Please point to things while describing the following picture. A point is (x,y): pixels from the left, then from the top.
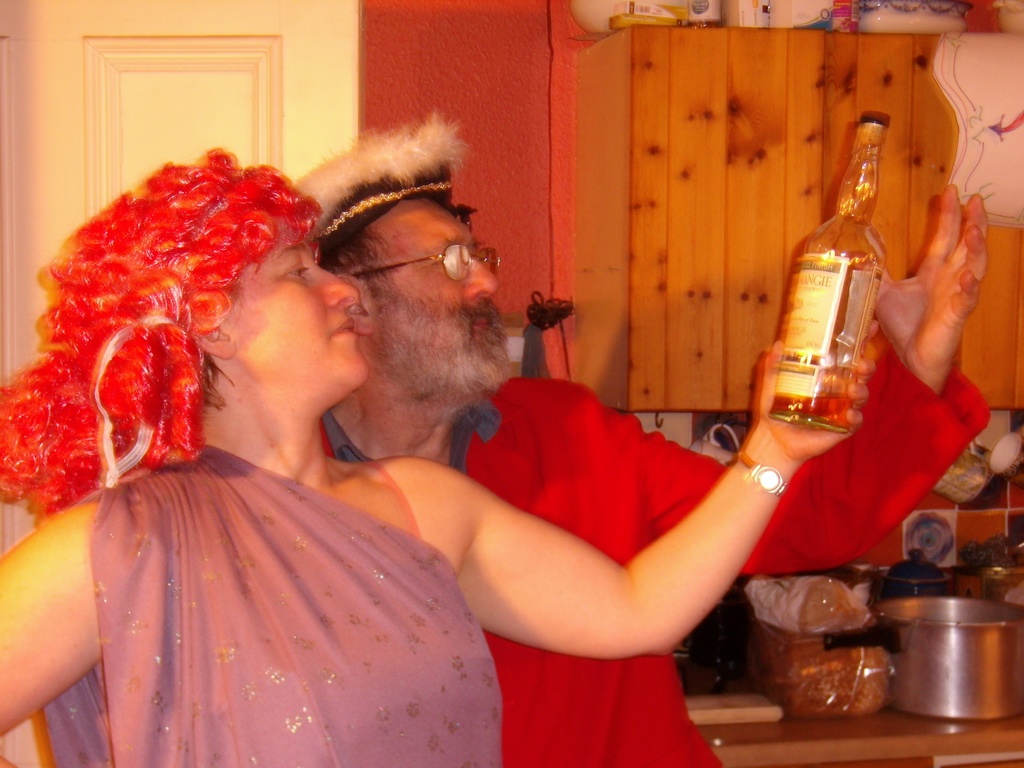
In this picture we can see a woman (229,344) and a man (376,279). She is holding bottle (824,292) and giving a still. On the table (907,728) we can see a pressure cooker (987,649), packet of food (866,665), cups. On the background (102,65) we can see cupboard (602,119) and a door (330,73).
